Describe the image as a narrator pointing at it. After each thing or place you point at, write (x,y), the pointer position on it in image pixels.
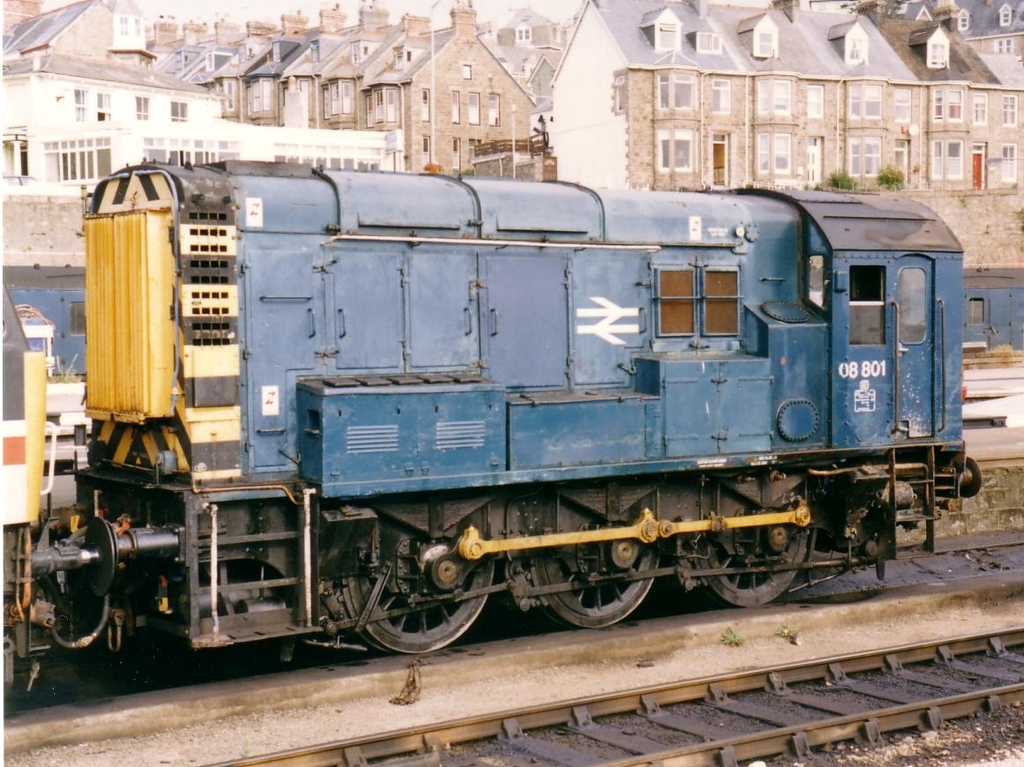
In this image in the center (480,270) there is one train (735,534) at the bottom (871,650) there is a railway track (958,683), in the background (123,151) there are some buildings (240,111) and houses (965,168) and also we can see some plants (891,171).
